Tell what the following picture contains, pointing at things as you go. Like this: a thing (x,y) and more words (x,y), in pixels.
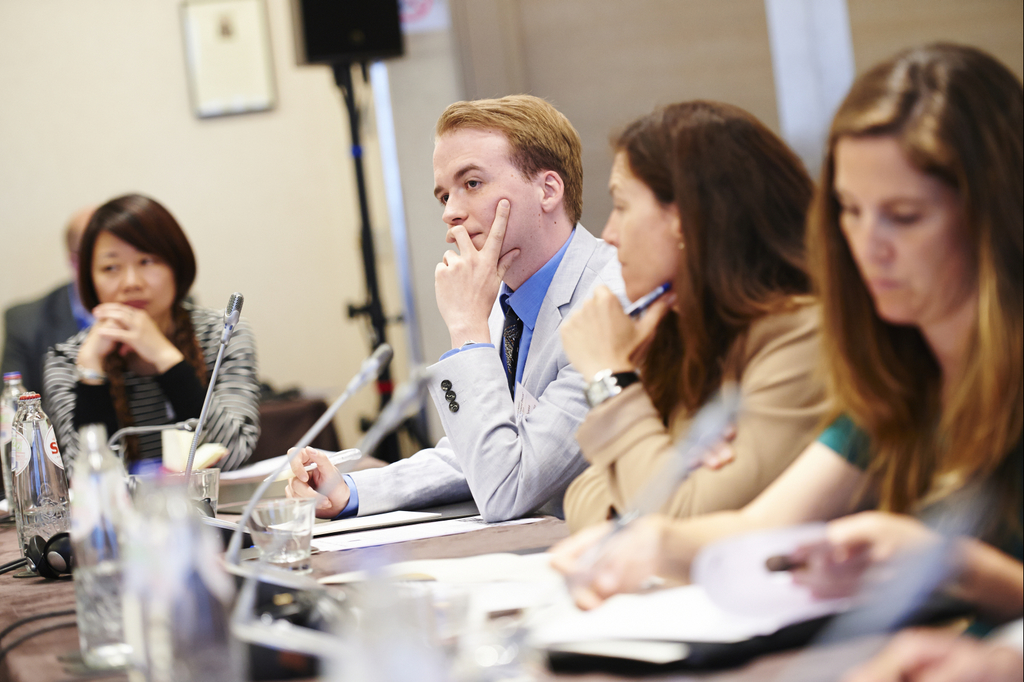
In this image we can see a man (303,478) and three women (830,391) sitting in front of the table (519,546) and on the table (27,602) we can see the glasses (280,544), mike's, papers (379,531) and also water bottles (13,481). We can also see the persons (646,314) holding the pens (627,312). We can also see the wall (25,256), frame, a sound box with the stand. In the background (27,330) we can see some person (23,344) wearing the suit (12,328).
